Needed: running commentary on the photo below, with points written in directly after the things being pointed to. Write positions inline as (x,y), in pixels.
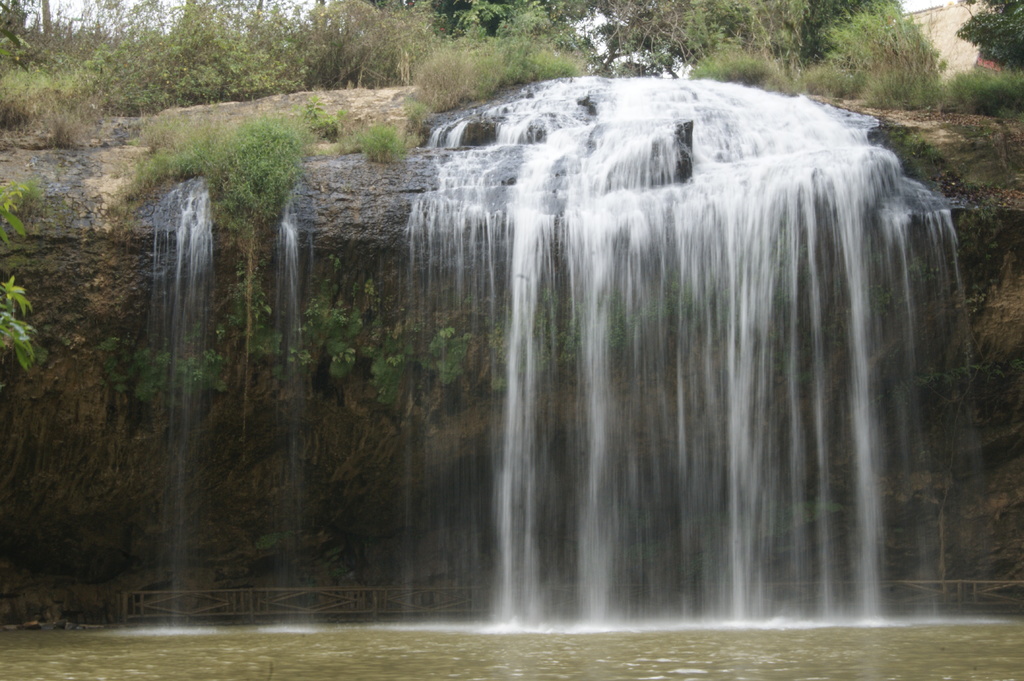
In this image we can see the waterfall (777,263), at the bottom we can see fence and plants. And at the top (973,93) we can see the grass (966,78) and the sky (66,19).
